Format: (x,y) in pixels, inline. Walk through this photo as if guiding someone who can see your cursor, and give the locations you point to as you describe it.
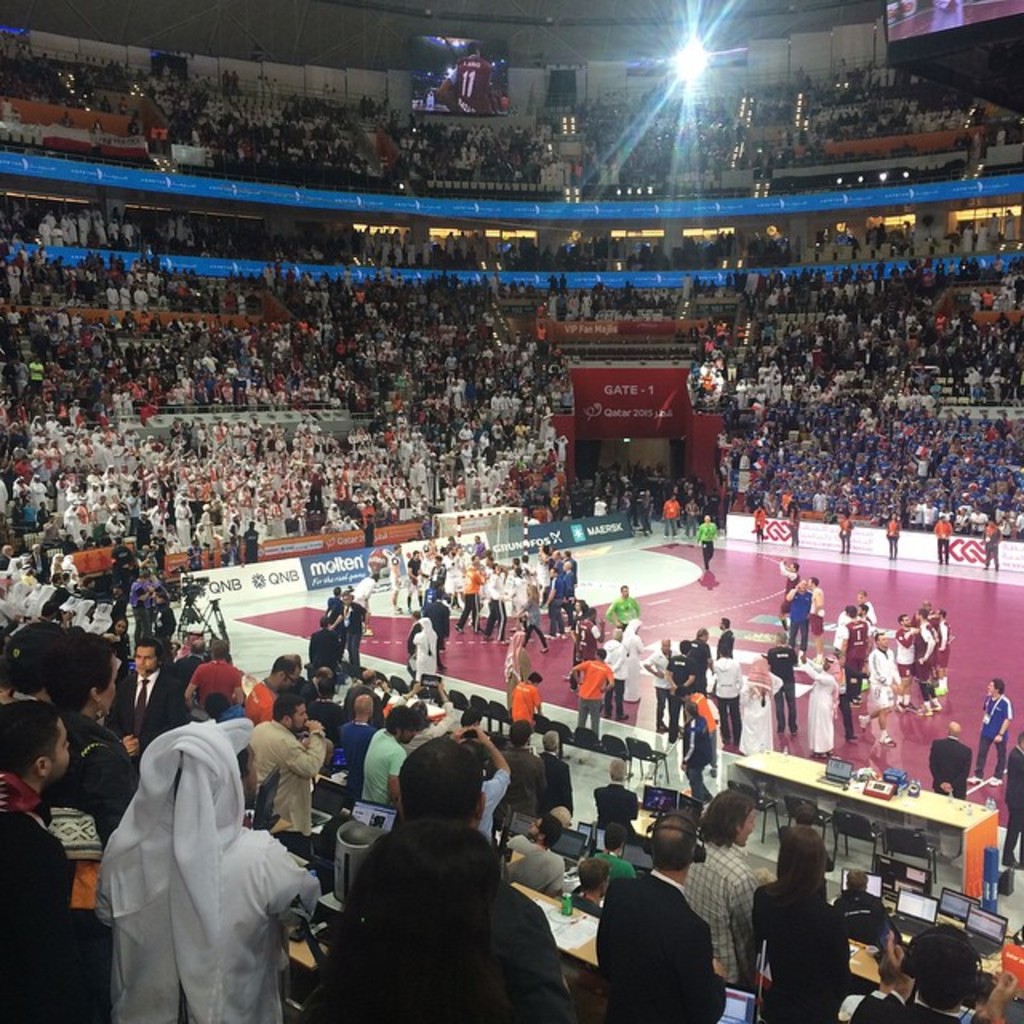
In this picture I can see spectators (448,382). I can see the screens (900,43). I can see a few people (437,595) wearing the jerseys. I can see a number of sitting chairs (462,703) and tables (763,761). I can see electronic devices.
